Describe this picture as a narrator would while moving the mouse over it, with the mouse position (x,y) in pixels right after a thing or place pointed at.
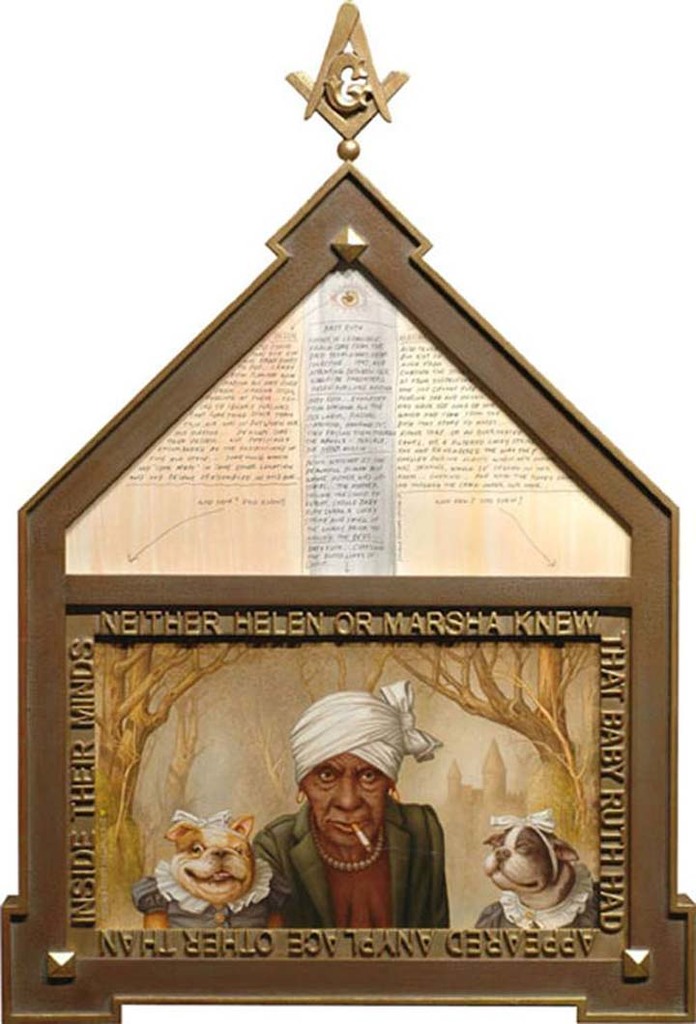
In this picture we can see a wooden frame (224,948). On the wooden frame (369,615), there is a photo (272,746), paper (286,490) and some words (106,614). Behind the wooden frame (672,813), there is the white background (49,419).
